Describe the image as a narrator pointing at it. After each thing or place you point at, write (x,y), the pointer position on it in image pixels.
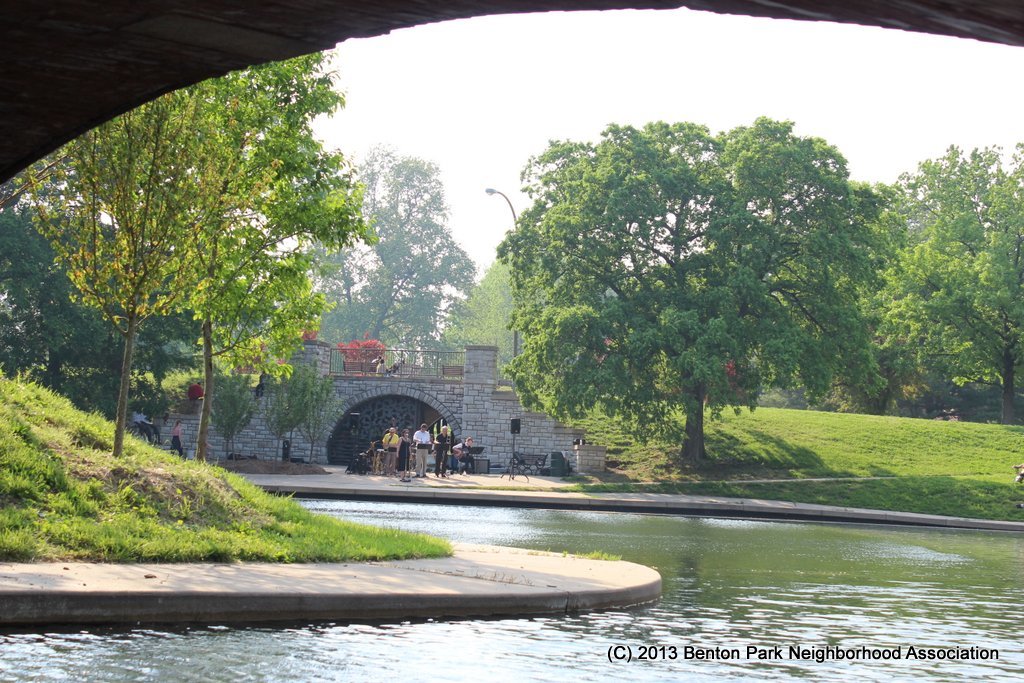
In this image we can see water (734,613), grass (273,528), trees (231,414), bridge (416,388), persons (408,460), street light (488,189) and sky (515,92).
